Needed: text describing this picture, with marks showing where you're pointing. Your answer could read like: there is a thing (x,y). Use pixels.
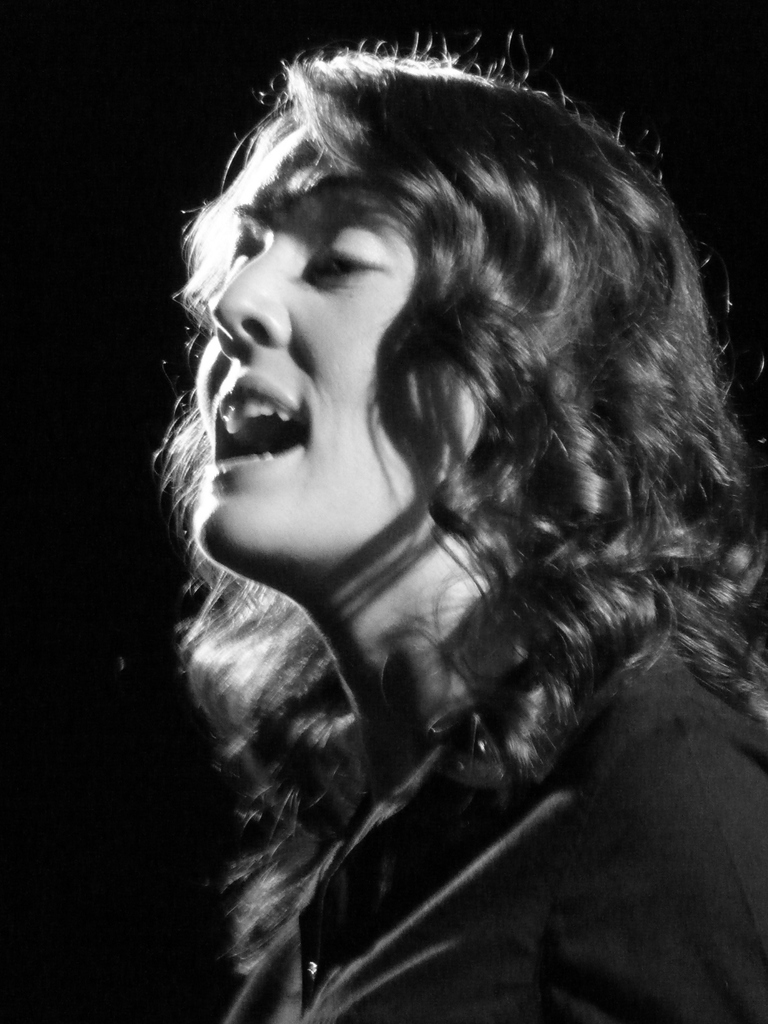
In this picture we can see a woman (498,125) and in the background (123,333) it is dark.
